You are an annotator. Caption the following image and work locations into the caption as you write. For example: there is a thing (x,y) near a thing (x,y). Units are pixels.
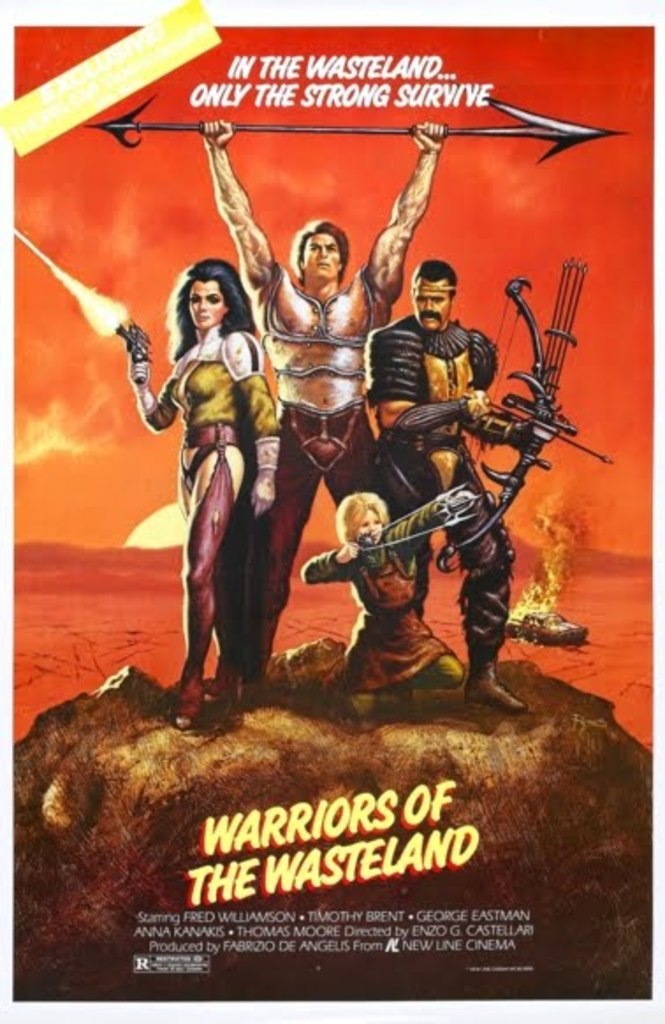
This image consists of a poster (189,851). On this poster (243,464) I can see four persons (289,368) wearing costumes (465,479). Three (275,464) are standing and one person (382,607) is sitting on the knees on a rock (445,750). At the bottom (349,852) and top sides of the image I can see the text (293,66).
